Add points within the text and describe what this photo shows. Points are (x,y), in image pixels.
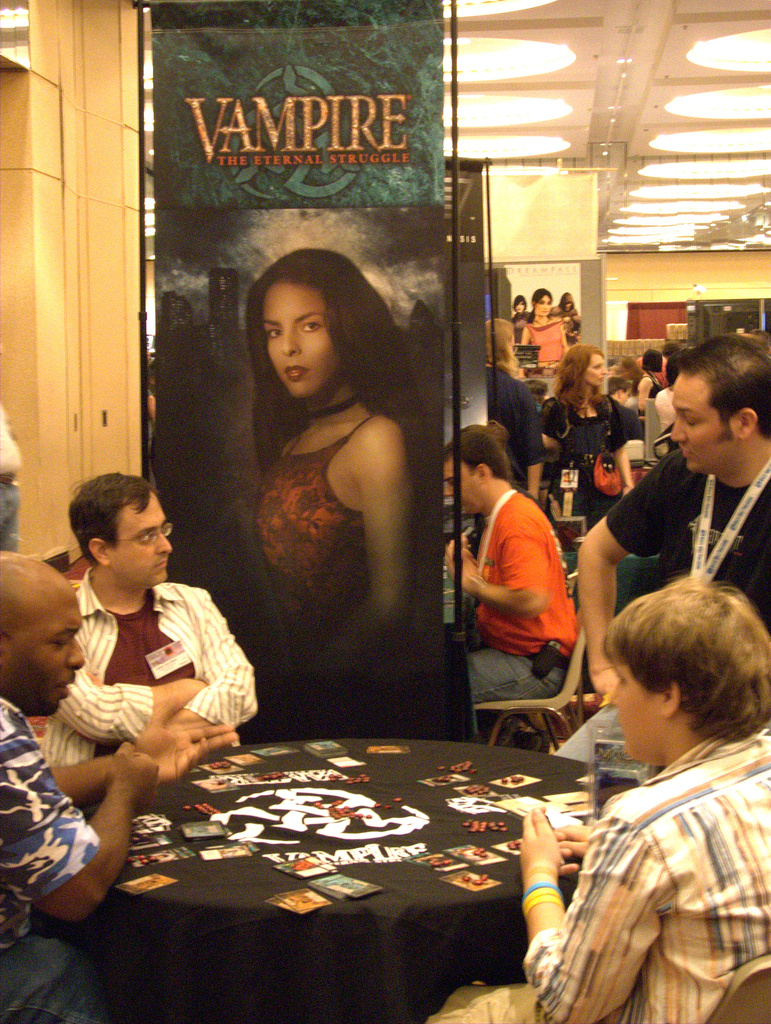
In this image i can see few people (640,751) sitting around a table (284,834) and on the table (259,865) i can see few cards (312,872). In the background (566,568) i can see few people (668,471), few banners (335,415), ceiling (642,68) and lights (725,164) to it.
